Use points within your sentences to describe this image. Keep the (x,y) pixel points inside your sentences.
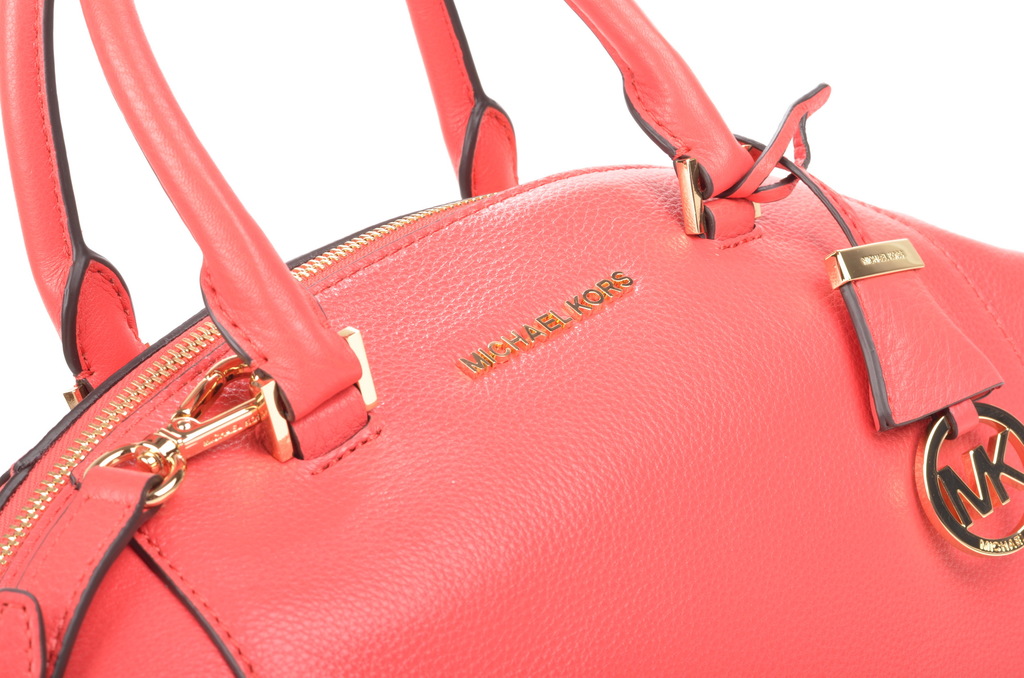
In this image I can see a red color of handbag (467,487). Here I can see MK (1004,413).
